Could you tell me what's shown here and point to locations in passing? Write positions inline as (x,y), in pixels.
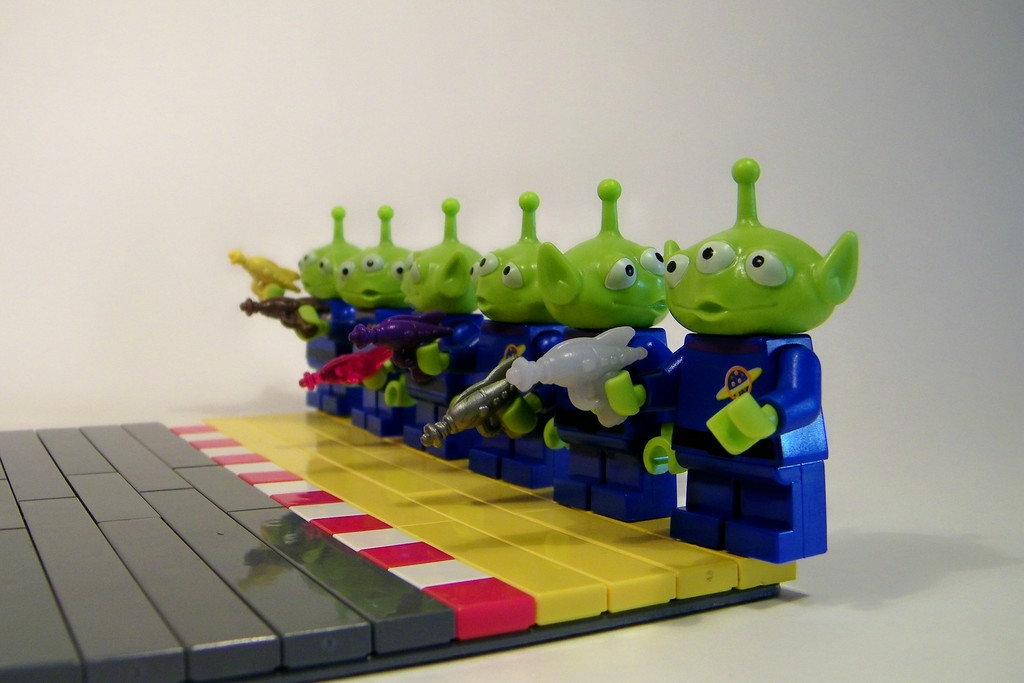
In this picture there are six plastic toys (573,255) and holding guns (345,375). The toys (598,477) are standing on the plastic board (421,540). In the background (234,200) there is a wall (216,219).
